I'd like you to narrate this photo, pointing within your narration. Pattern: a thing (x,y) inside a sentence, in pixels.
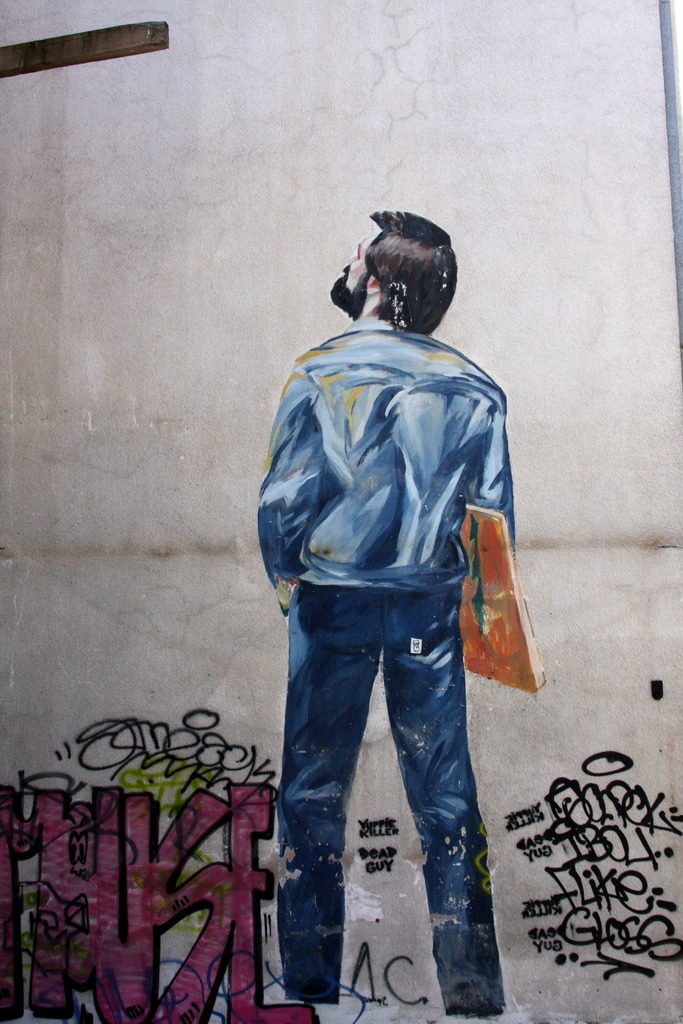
In this image I can see it's a painting a man (393,594) is looking at that side. He wore shirt (411,562), trouser (411,673) and holding a book (510,632) in his hand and there is the text (205,895) on the left side (191,891) in pink color.
